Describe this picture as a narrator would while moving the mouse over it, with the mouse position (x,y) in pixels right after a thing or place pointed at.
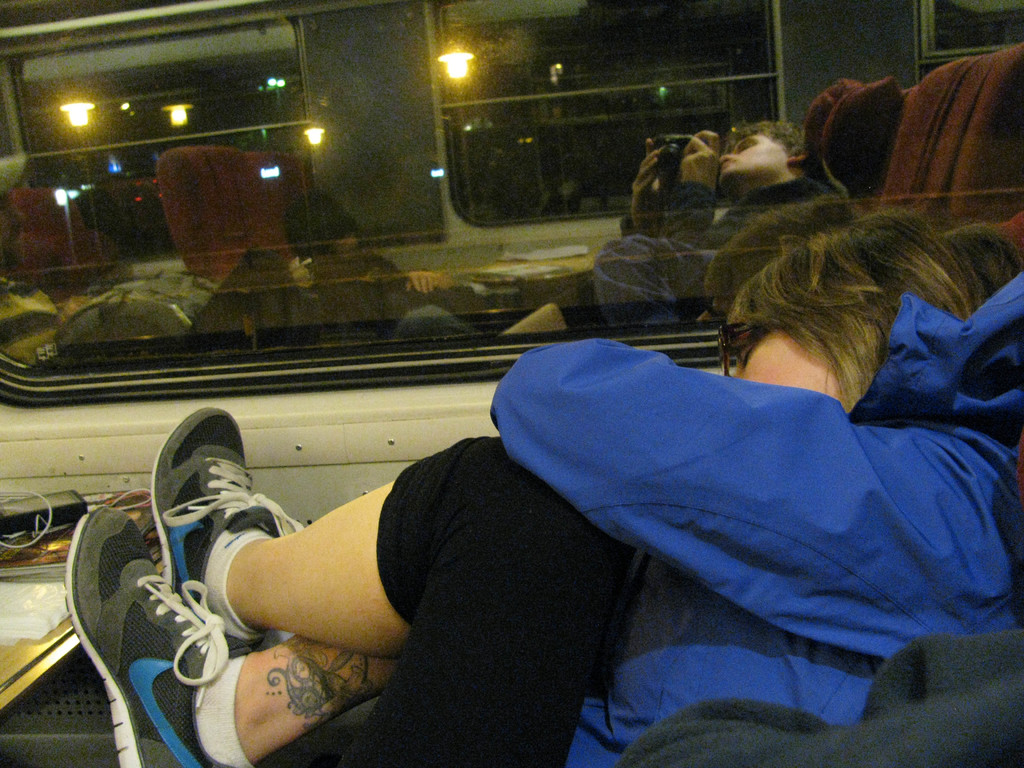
In this picture, we see the woman (688,551) in the blue jacket (688,551) is sitting on the seat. In front of her, we see books (39,547), cable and a device (31,519). Beside her, we see a glass window (382,335) from which we can see the man (795,189) who is sitting on the seat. We even see the lights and a table (476,274). This picture is clicked inside the vehicle (53,428).
